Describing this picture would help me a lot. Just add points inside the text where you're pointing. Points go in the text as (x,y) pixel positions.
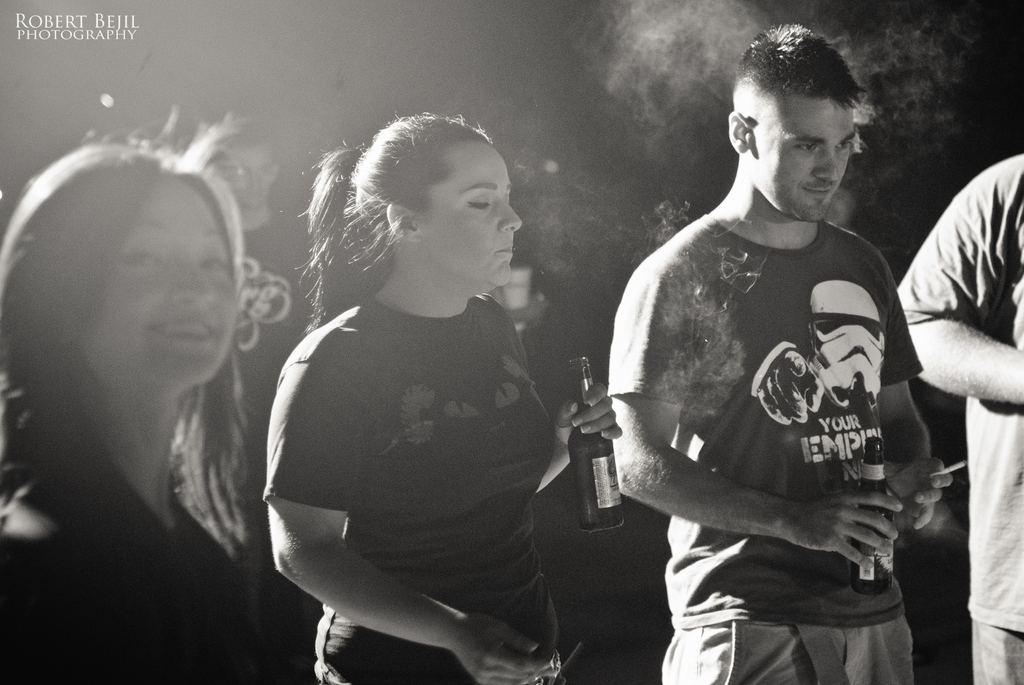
In this picture there is a girl (439,214) in the center of the image (449,236), by holding a bottle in her hand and there are other people (765,313) on the right (806,282) and left side of the image (193,222), there is smoke (846,28) at the top side of the image (737,62).
